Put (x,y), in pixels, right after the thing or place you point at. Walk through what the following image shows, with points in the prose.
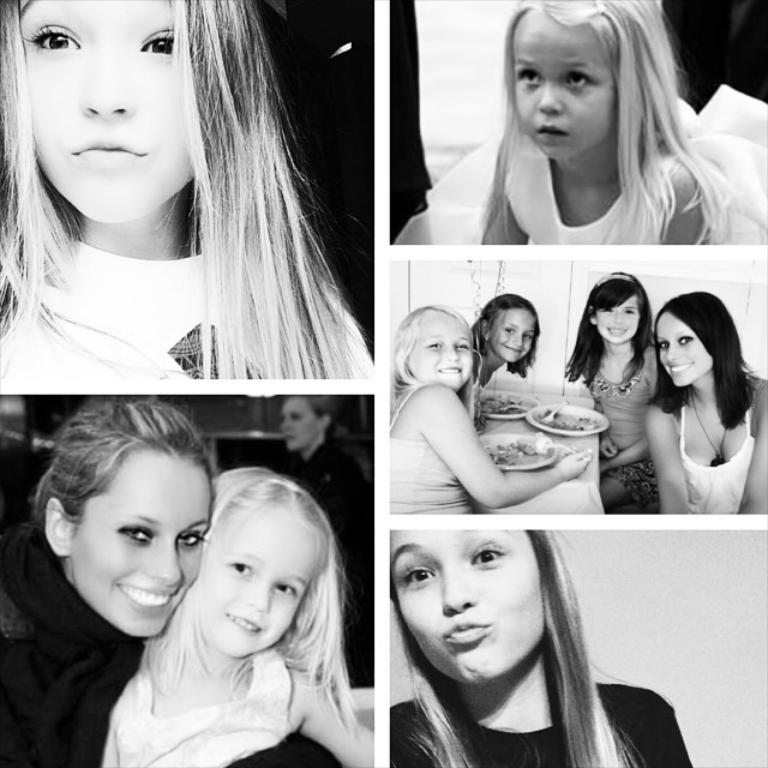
This is a black and white image and a collage. On the left top (175,226) image there is a girl (105,87). On the left bottom (176,638) image there is a woman (128,630) and a girl (214,630). In the back (302,441) there is another lady (318,454). On the right top (556,102) image there is a girl (506,66). On the right middle (643,381) image there are four persons (510,362). Near to them there is a table (494,429). On that there are plates (537,421) with food items (510,451). On the right bottom (542,665) image there is a girl (505,680).
